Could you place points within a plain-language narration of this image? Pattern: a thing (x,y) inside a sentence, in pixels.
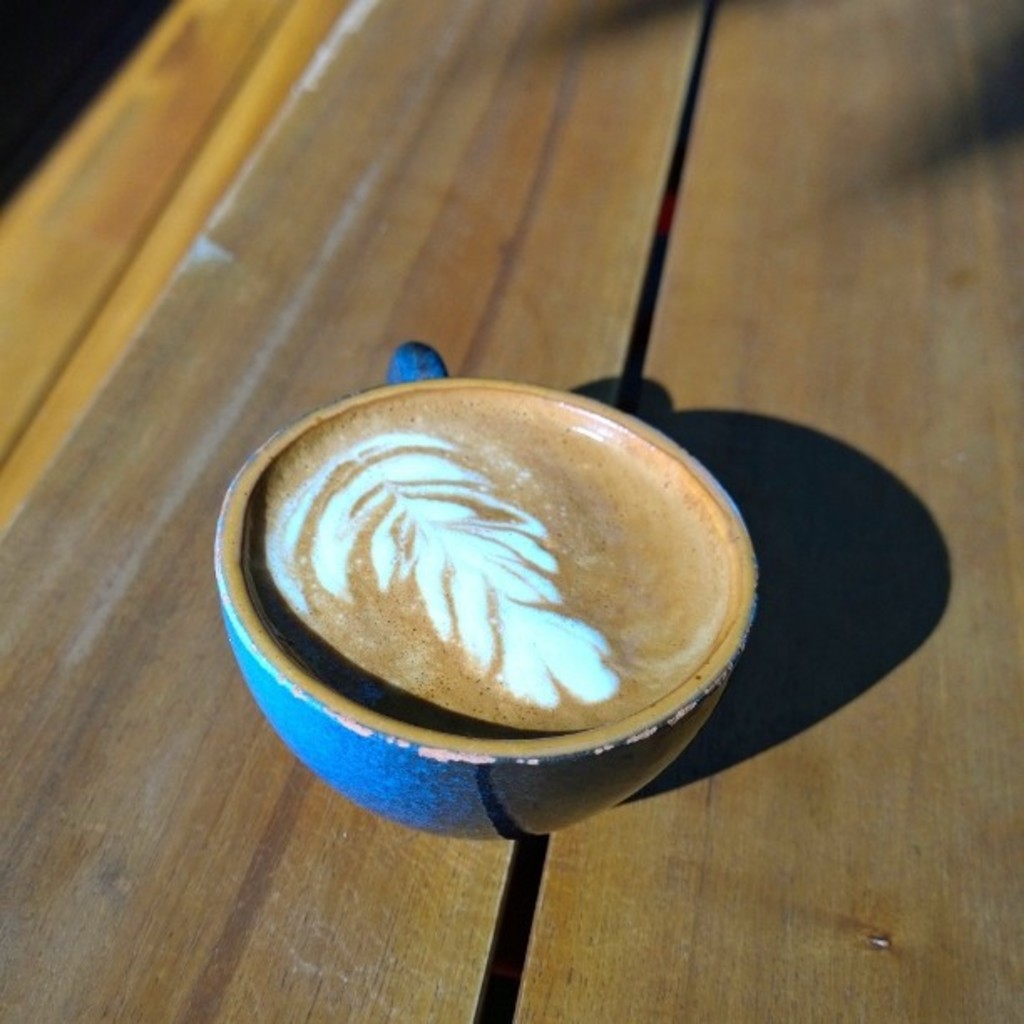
In the image we can see a wooden surface (480,337). On it there is a cup (400,386) with a liquid (419,566) in it.
